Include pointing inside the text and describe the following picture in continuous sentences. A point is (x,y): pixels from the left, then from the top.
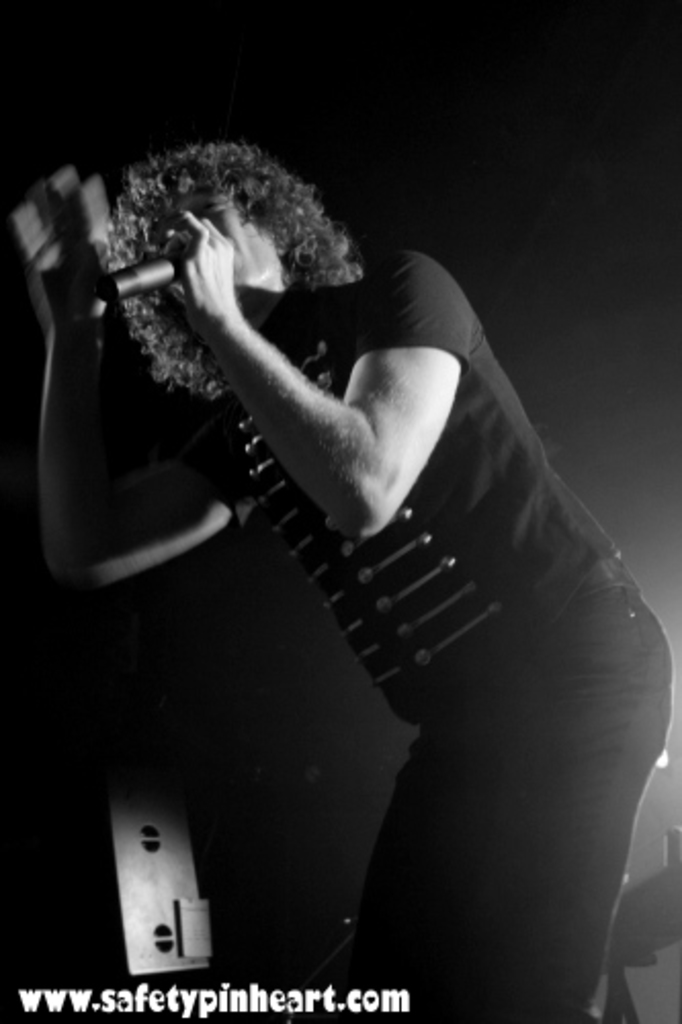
In this image I can see a person (327,343) holding the mic (156,285) and the background of him it was black.
